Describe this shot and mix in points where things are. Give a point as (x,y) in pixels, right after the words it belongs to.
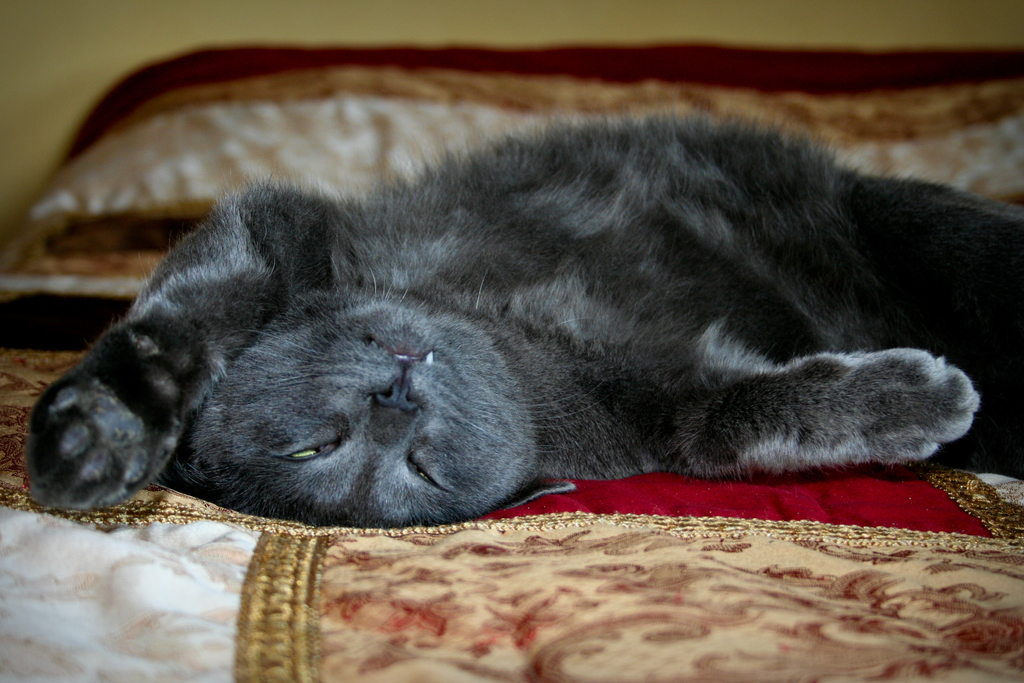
In the center of the image (614,394), we can see a cat (344,206) lying on the bed (227,547) and in the background (295,17), there is a wall (858,17).
